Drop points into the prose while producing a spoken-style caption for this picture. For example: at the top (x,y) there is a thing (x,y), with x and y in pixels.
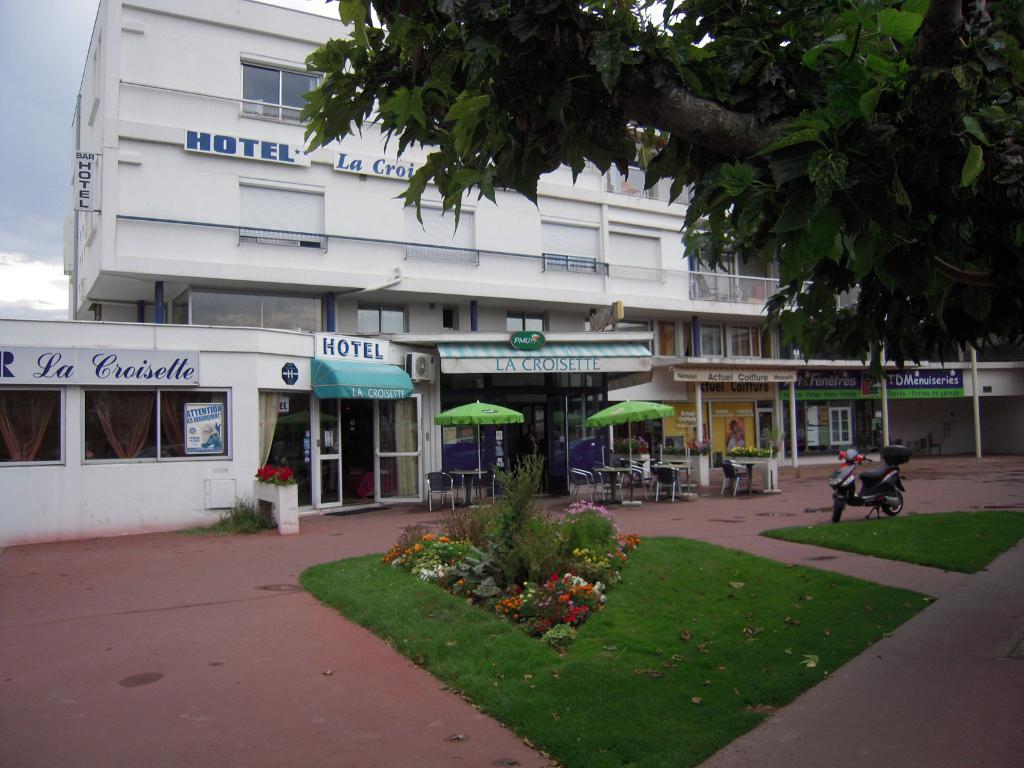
This is the building (403,216) with windows (589,250). I can see the name board (223,148) attached to the building (236,165). These are the shops (217,454). I can see the glass doors (386,462). These are the plants (545,595) with flowers (550,596). This is a motorbike (840,487), which is parked. These are the patio umbrellas (474,418). I can see the tables (614,469) and chairs (645,477). This is a tree (789,127) with branches (733,136) and leaves (773,99).
